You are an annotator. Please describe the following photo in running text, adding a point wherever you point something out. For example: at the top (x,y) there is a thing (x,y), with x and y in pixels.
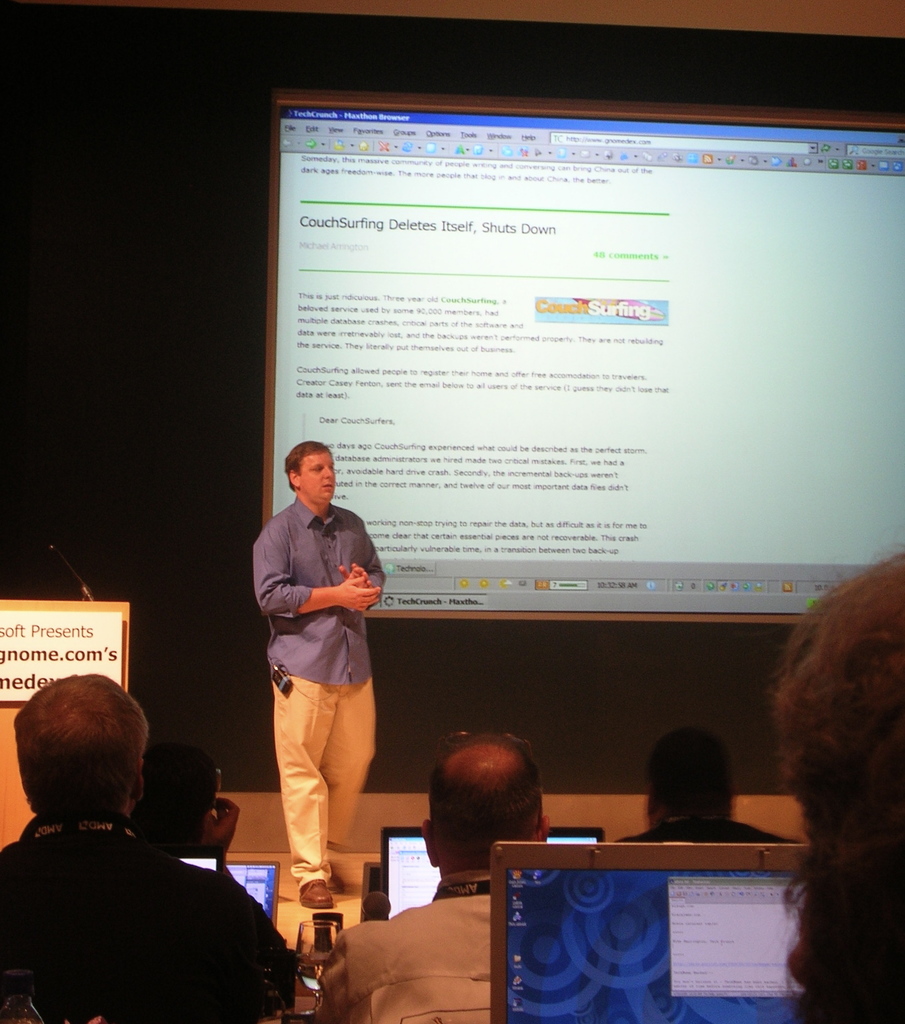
In this image there are persons (383,937) sitting and there are monitors (648,921). In the background (307,613) there is a man (323,635) standing and there is a screen (519,337) of a monitor (499,275) which is displaying. On the left side (61,661) there is a podium (72,654) with some text (72,654) written on it.
